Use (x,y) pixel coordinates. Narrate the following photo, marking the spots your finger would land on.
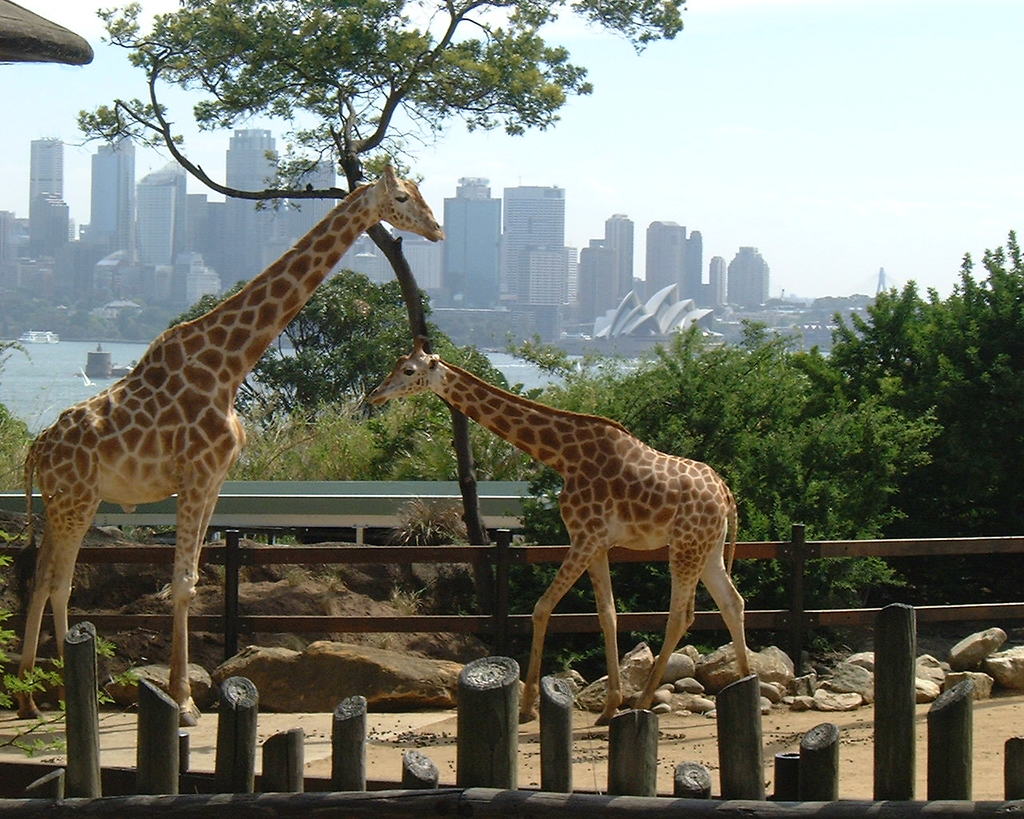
At the bottom of the image (80,648) there is fencing (166,702). Behind the fencing (93,687) there are two giraffes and stones (972,661). Behind them there are some trees (455,445) and water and buildings (261,164). At the top of the image (489,141) there are some clouds (30,120) and sky (30,120).
